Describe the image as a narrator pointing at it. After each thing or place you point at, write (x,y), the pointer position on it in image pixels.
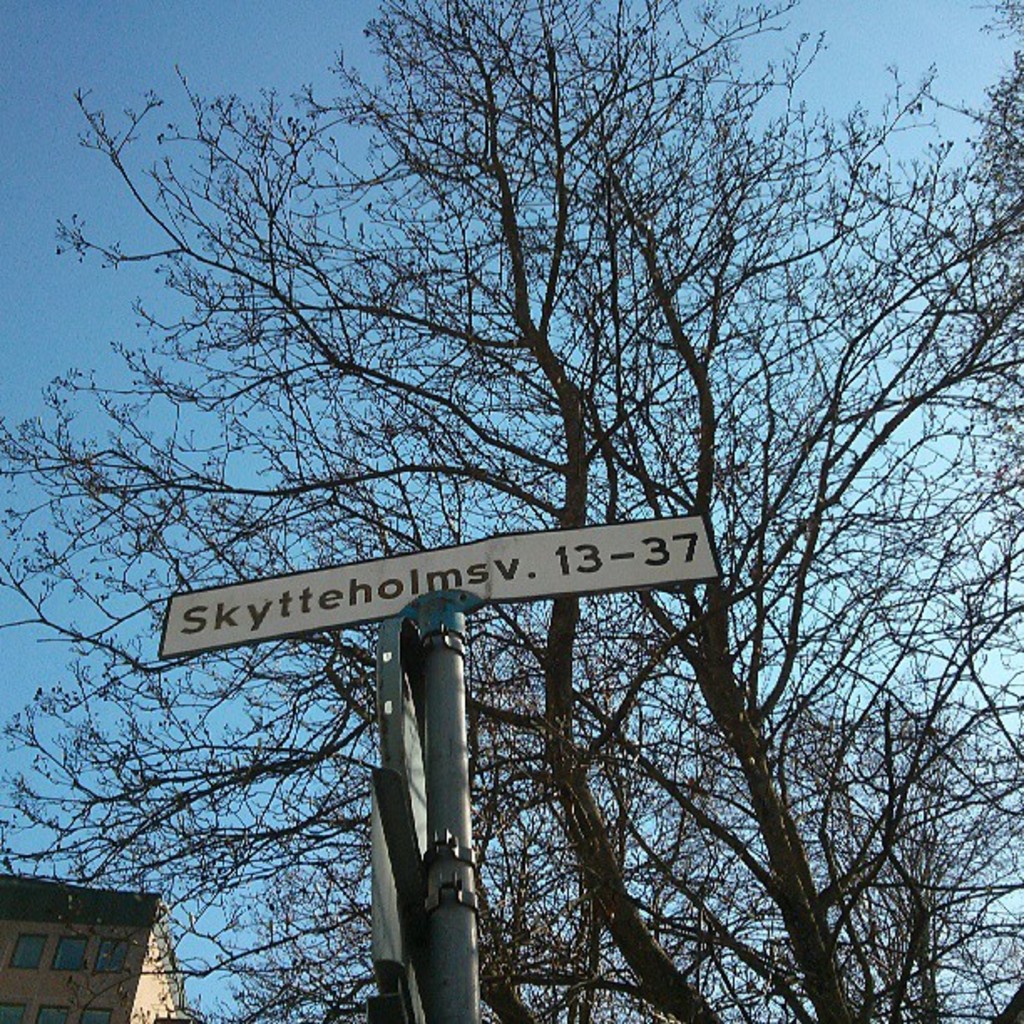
In this image there are trees (572,985) and we can see a pole (467,993). There is a board (282,600). On the left (91,985) there is a building (78,937). In the background (84,303) there is sky (230,138).
